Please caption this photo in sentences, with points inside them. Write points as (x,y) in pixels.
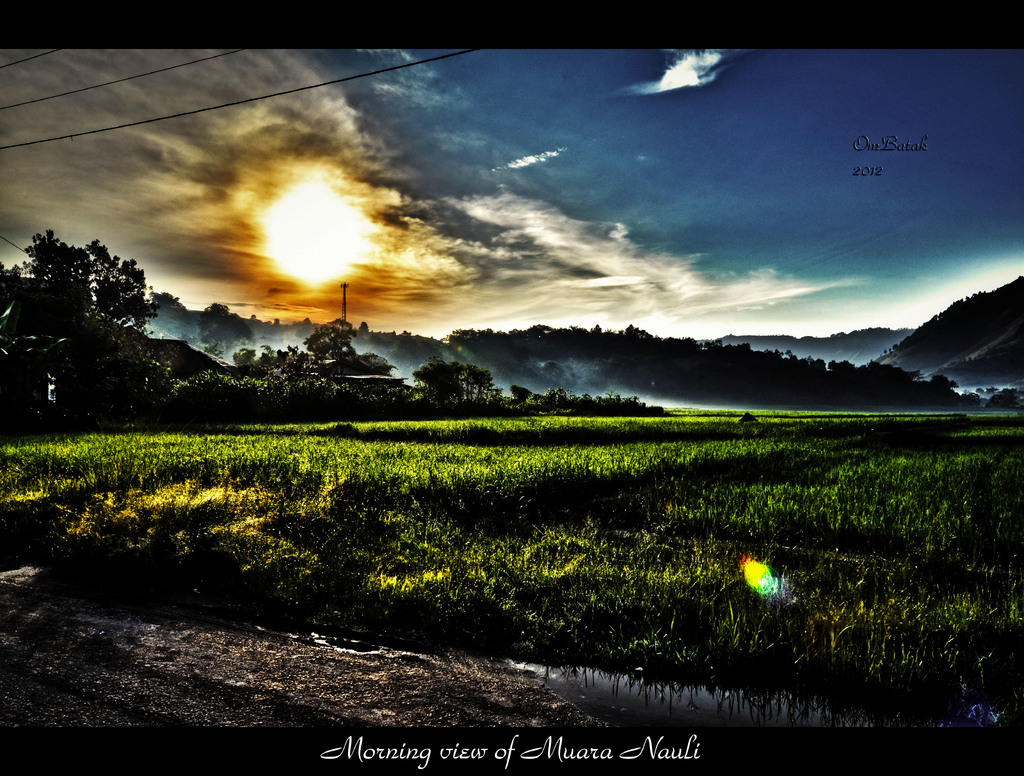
In this picture I can see farm field (567,485). I can see water (748,725). I can see hills (562,367) in the background (649,370). I can see trees (473,380). I can see clouds (394,233) in the sky (416,229).
